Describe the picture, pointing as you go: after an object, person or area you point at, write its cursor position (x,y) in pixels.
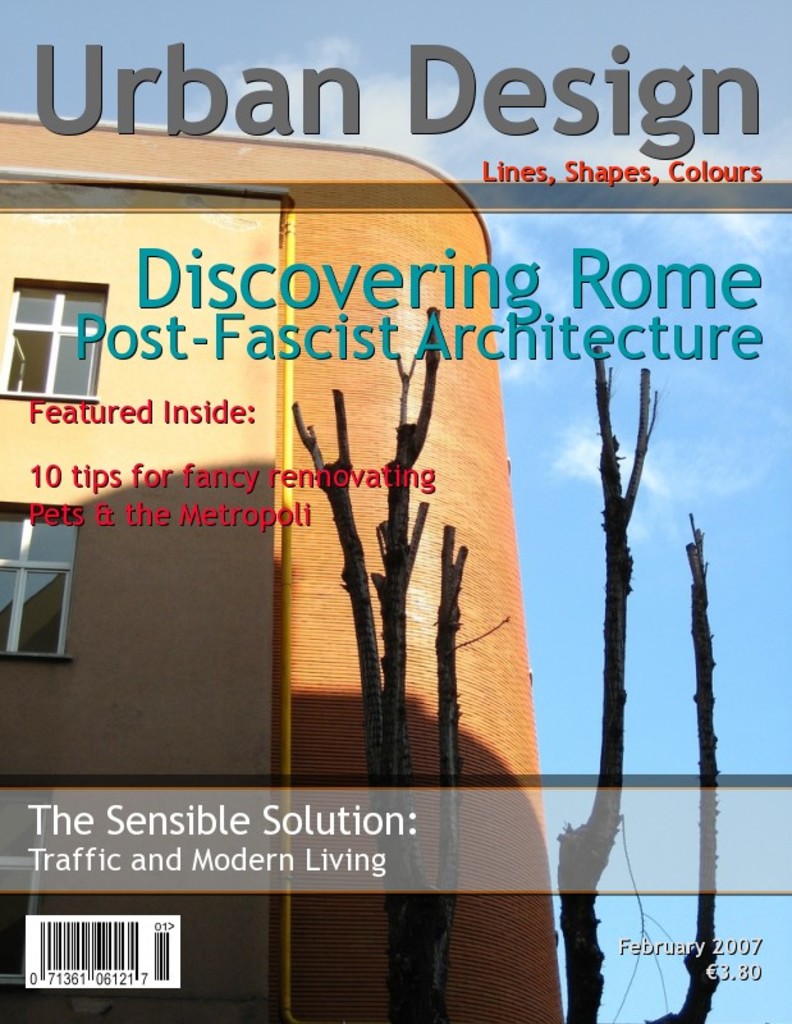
In this picture we can see there is a building (274,655), a tree (613,610) and the sky (583,599) on the poster (540,485) and on the poster (290,517) it is written something.
